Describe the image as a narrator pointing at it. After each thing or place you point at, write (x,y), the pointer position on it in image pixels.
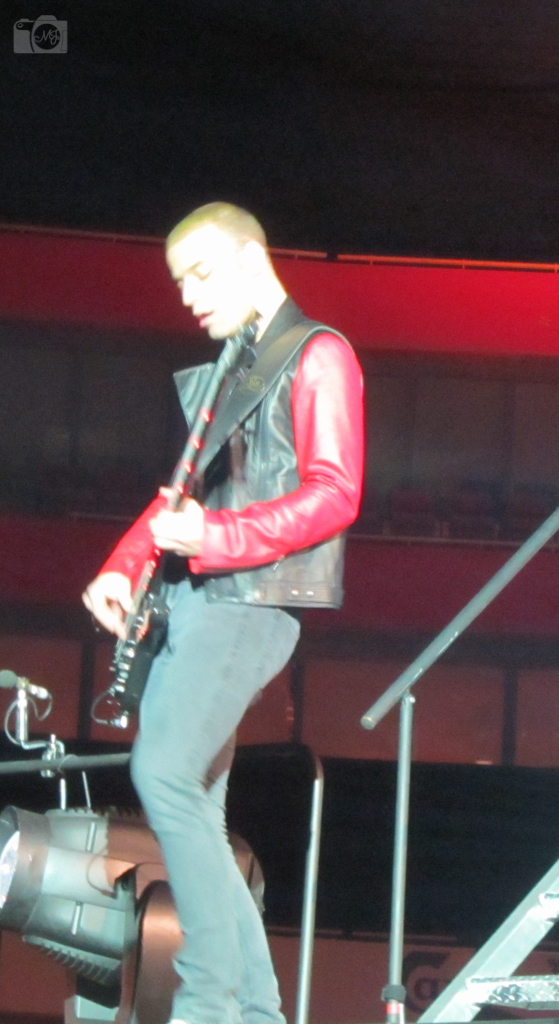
In this image we can see there is a man (212,367) standing on the stage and playing guitar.
